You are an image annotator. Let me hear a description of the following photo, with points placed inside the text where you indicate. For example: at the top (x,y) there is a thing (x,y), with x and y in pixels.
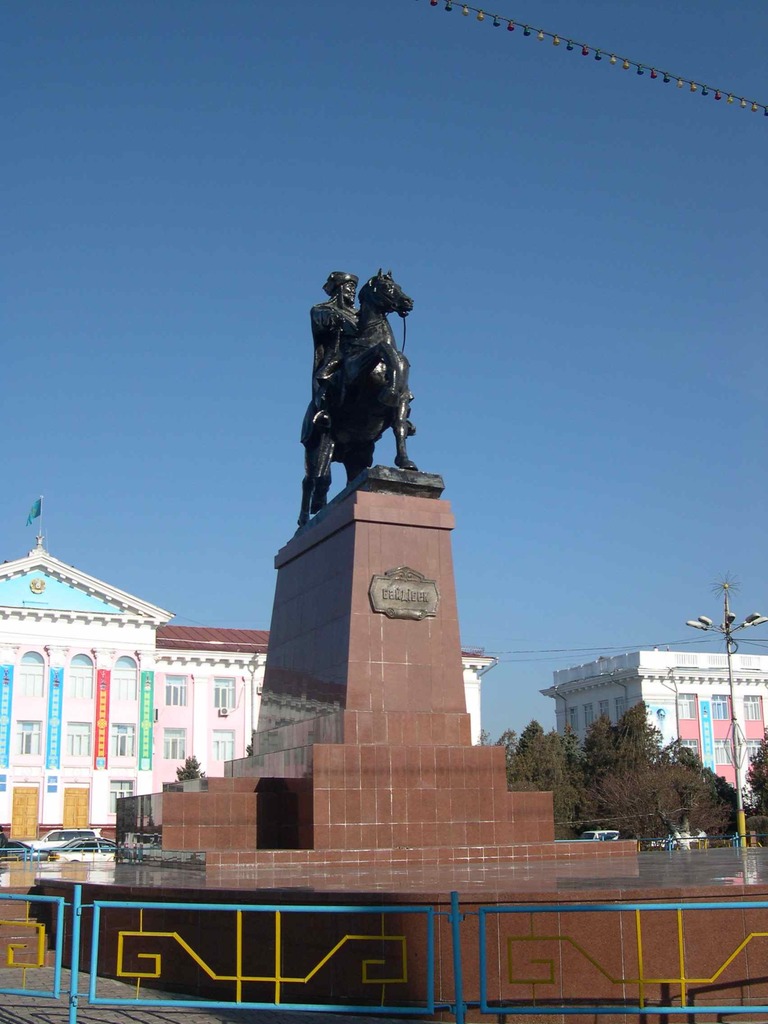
In this image I can see a sculpture (437,595) visible in the middle (359,386) and in front of the sculpture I can see a fence (432,923) and on the right side (734,613) there is a pole (726,636) in the middle (479,677) and there is a building (576,704) and the tree (509,789) and vehicles (2,843) and at the top (103,125) I can see the sky (324,126).
